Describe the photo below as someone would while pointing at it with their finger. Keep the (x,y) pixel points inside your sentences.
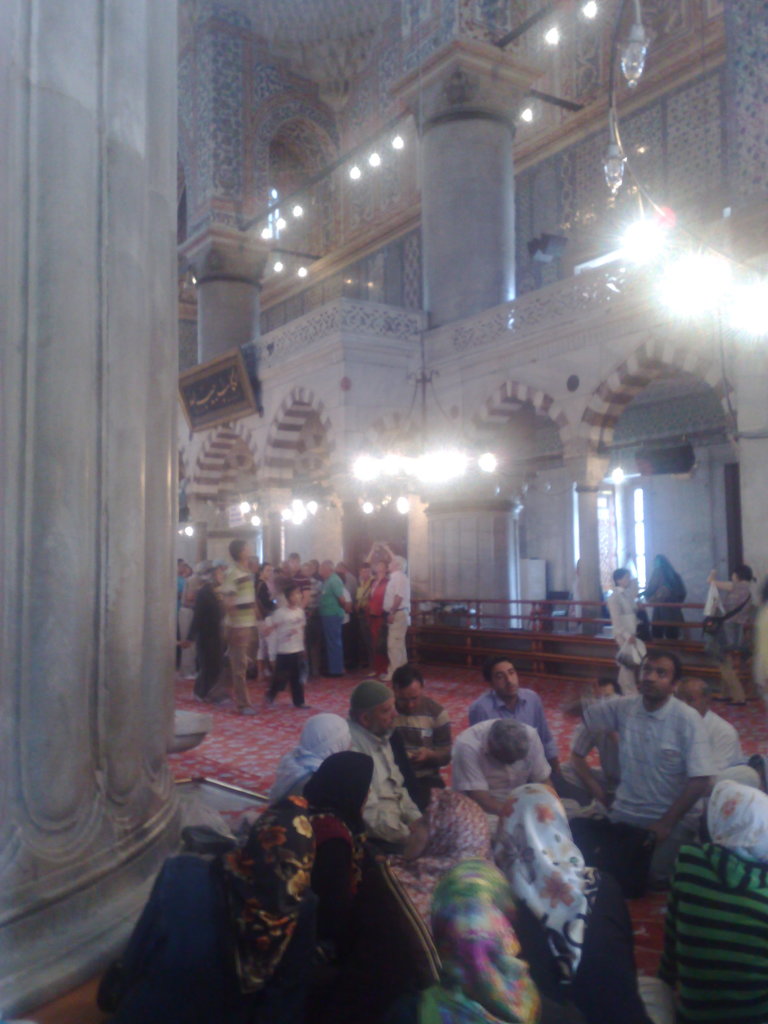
In the picture I can see people (523,804) among them some are standing and some are sitting on the floor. In the background (408,498) I can see pillars (505,251), lights (447,468), fence (450,642), a board (223,395) attached to the wall (325,419) and some other objects (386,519). This is an inside view of a building (355,562).
